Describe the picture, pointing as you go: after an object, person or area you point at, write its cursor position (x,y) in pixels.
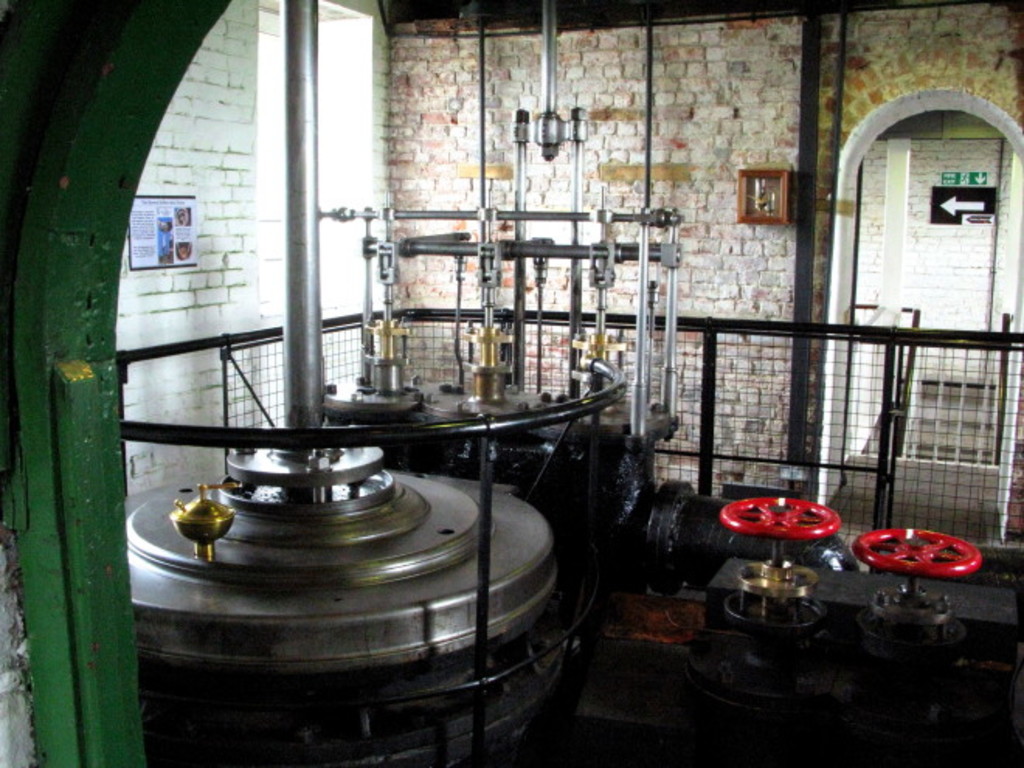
In this image we can see the machines (517,405) with the metal poles (521,341) and the wheels (929,534). We can also see a paper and a wooden box (785,217) on a wall (685,207), a metal fence (883,504) and the sign boards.
